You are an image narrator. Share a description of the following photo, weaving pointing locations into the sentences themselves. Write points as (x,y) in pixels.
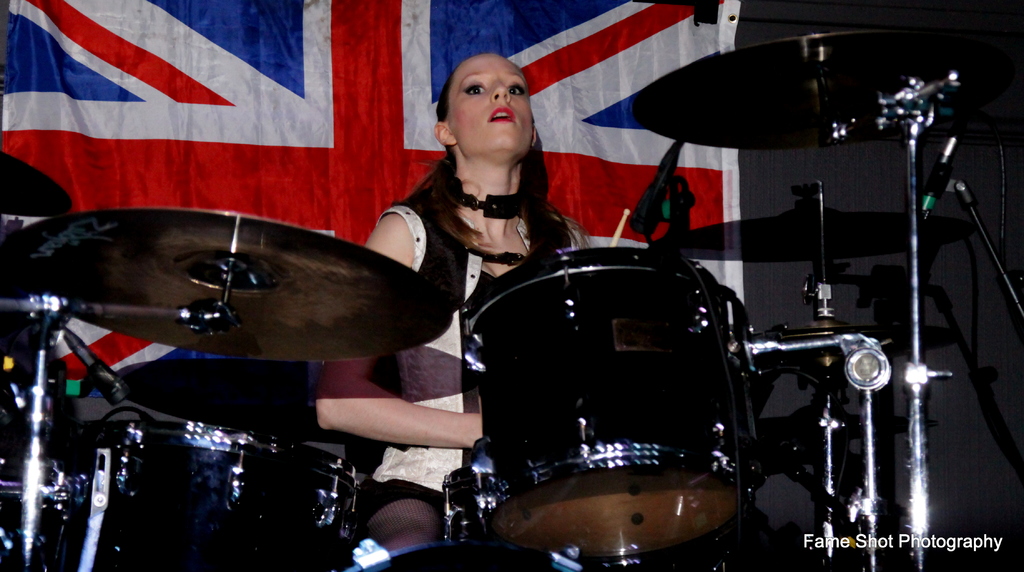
In this picture we can see a woman (519,253) is playing drums (541,288), we can see cymbals (351,323) and drums (627,408) in the front (871,104), there is a flag (334,158) in the background (324,93), we can see some text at the right bottom (906,549).
